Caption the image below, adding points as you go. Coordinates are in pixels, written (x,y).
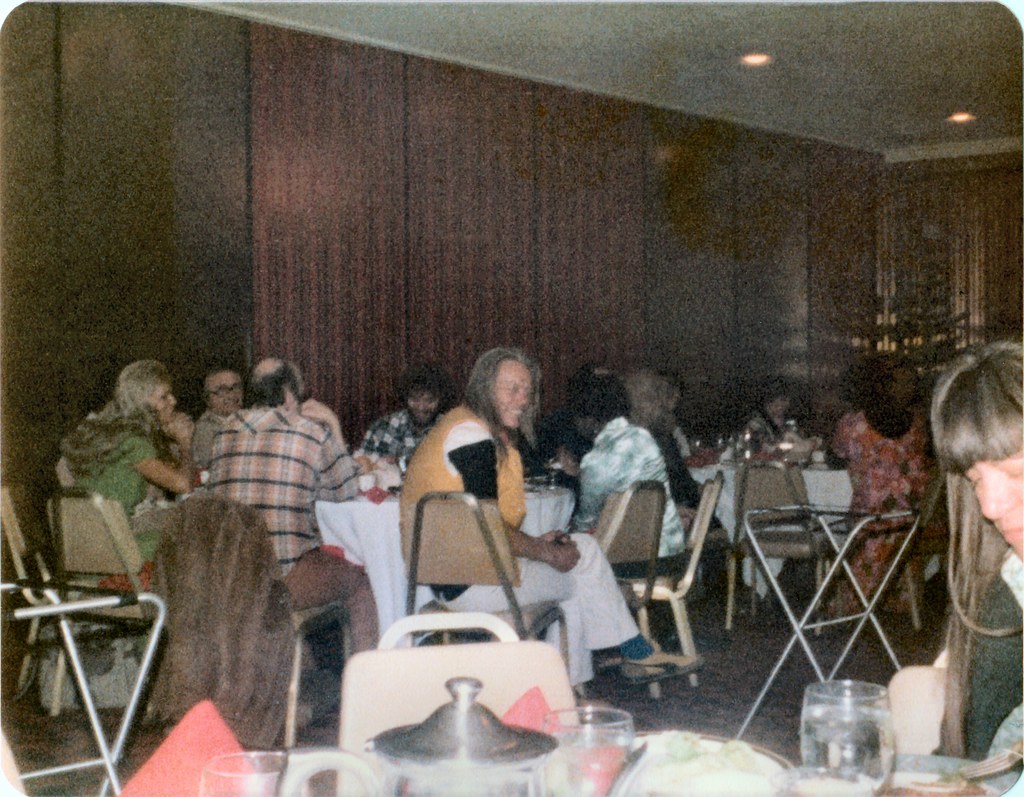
This is a photo. In this picture we can see the wall (655,354), plant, tables (809,472) and some people (364,638) are sitting on the chairs (915,724). On the tables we can see the vessels (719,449), glass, papers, plates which contain food items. In the background of the image (623,686) we can see the floor (648,690). At the top of the image (532,58) we can see the roof (679,50) and lights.
